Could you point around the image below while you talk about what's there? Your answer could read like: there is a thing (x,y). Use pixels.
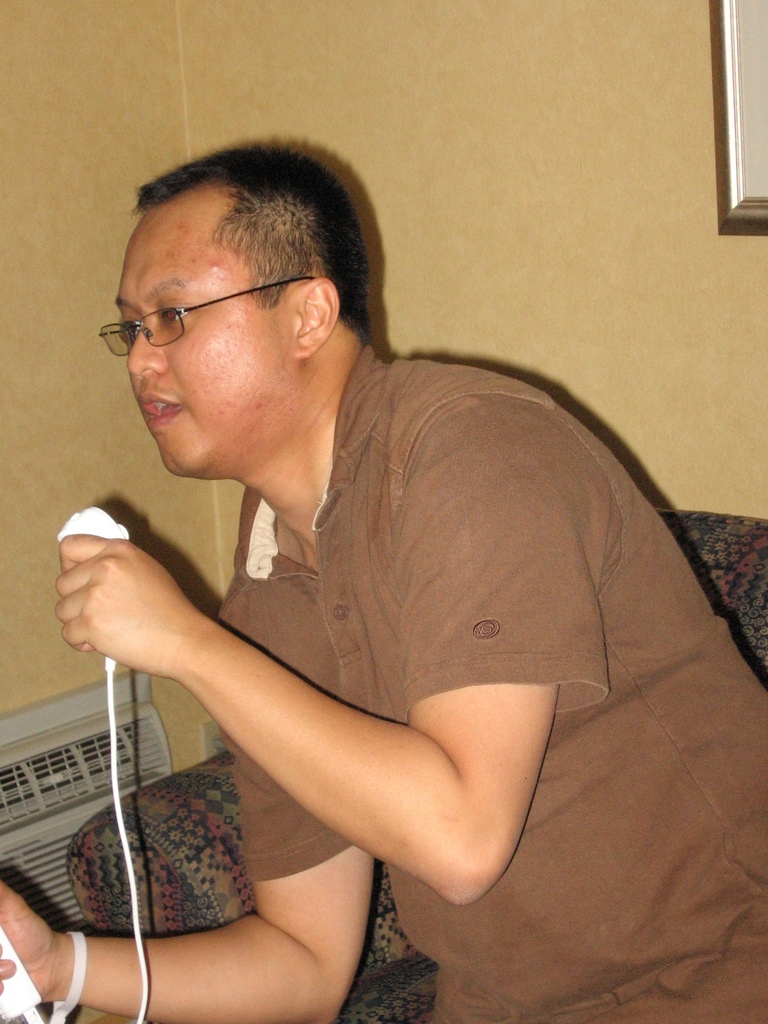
In this picture I can see a man (380,388) in front (450,790), who is wearing brown color t-shirt (404,593) and I see that he is holding white color things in his hands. In the background (109,908) I see a couch (767,542) and on the wall (530,179) I see a frame (732,159).
